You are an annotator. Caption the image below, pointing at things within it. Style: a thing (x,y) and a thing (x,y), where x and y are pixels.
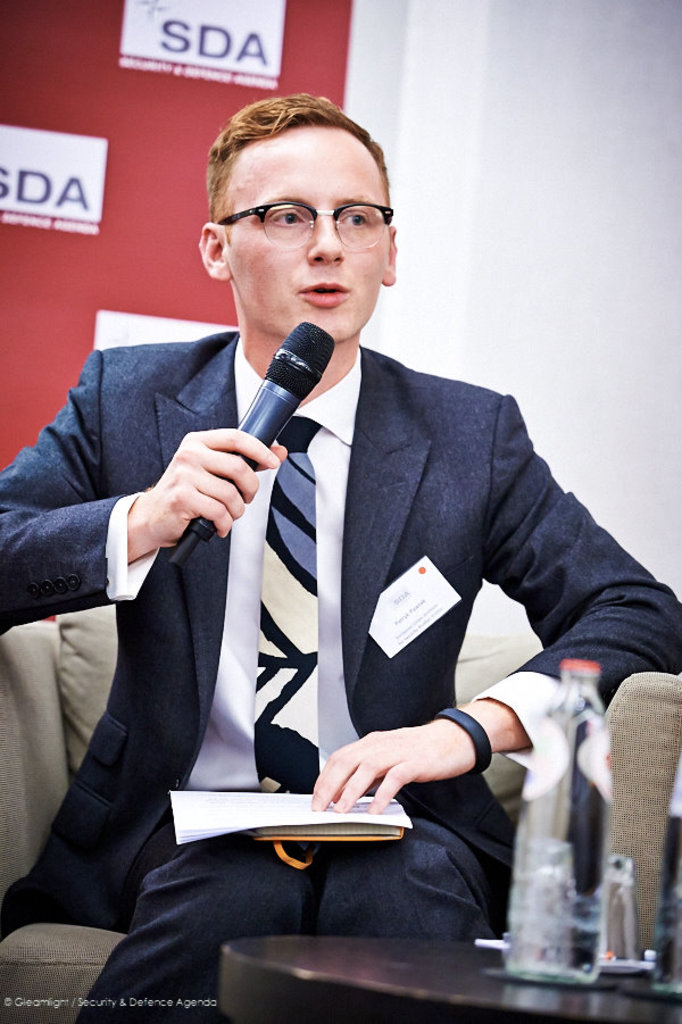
In this picture we can see a person (358,191) sitting on a chair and holding a microphone (279,379) in his hand (275,454) and speaking, and in front (449,966) there is the table (441,958) and water bottle (535,875) on it, and at the back (556,403) there is the wall (619,211).
